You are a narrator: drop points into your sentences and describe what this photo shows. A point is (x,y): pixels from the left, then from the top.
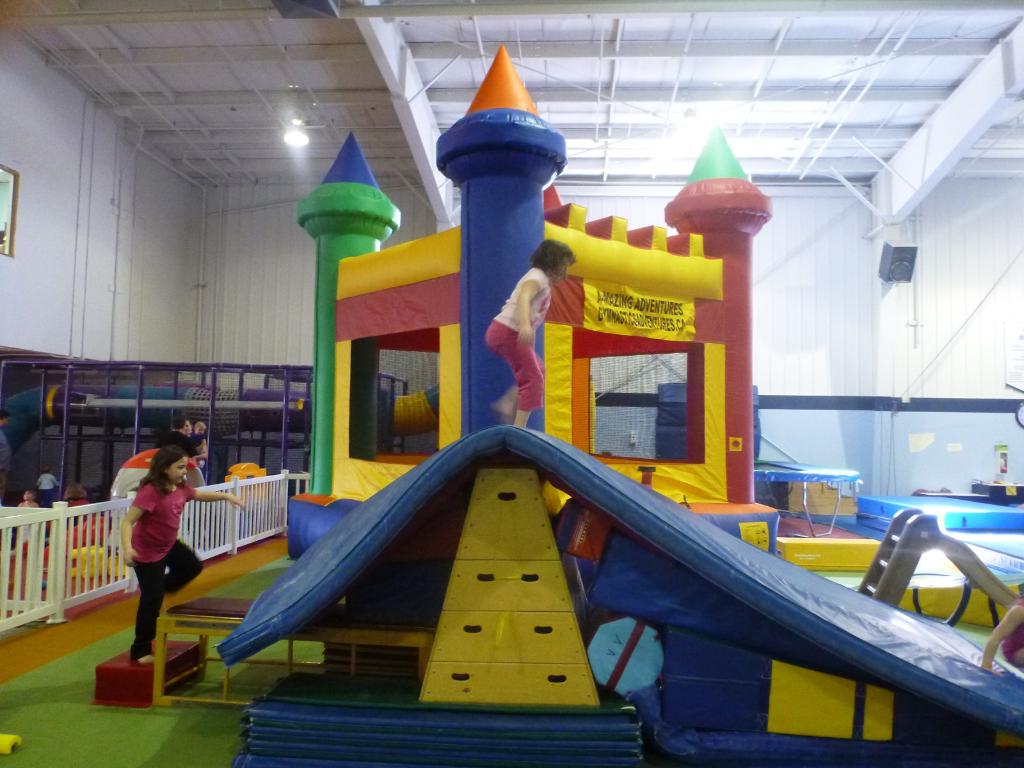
In this image I can see a bouncy castle (465,302) in the front (571,406) and near it I can see few children (148,516). In the background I can see one more person (186,434) is standing and few lights (291,124) on the ceiling (808,83).
